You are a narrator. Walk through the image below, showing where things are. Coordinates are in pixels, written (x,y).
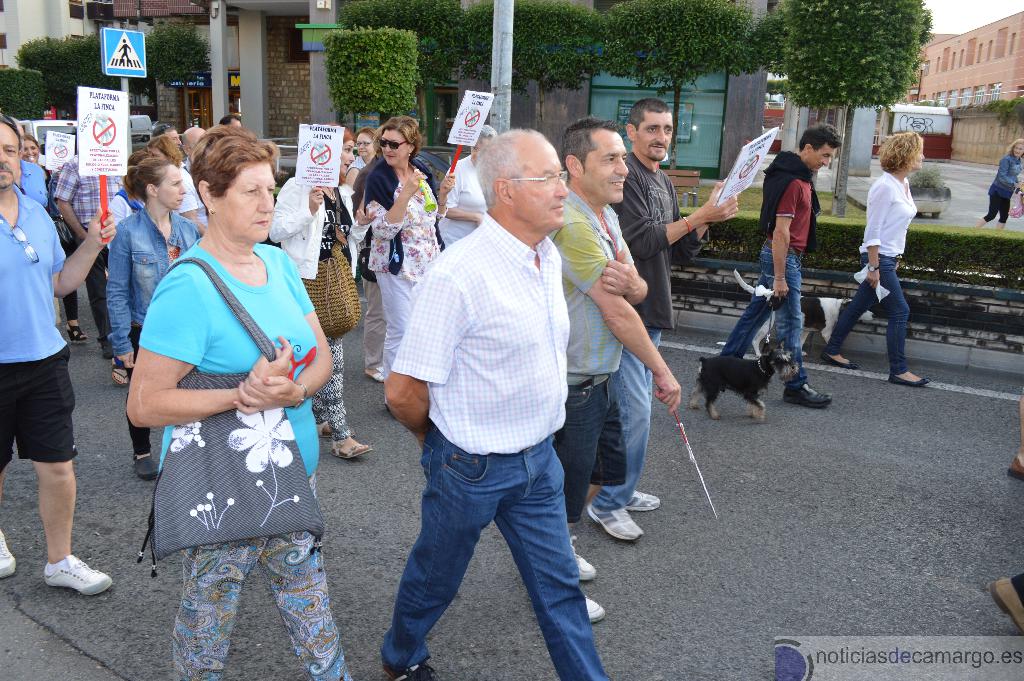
people (296,286) are walking on the road (665,418). there is a black dog (731,385) present. people (371,220) are holding placards (307,159) in their hands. behind them there are trees (364,68) and building (280,80).
